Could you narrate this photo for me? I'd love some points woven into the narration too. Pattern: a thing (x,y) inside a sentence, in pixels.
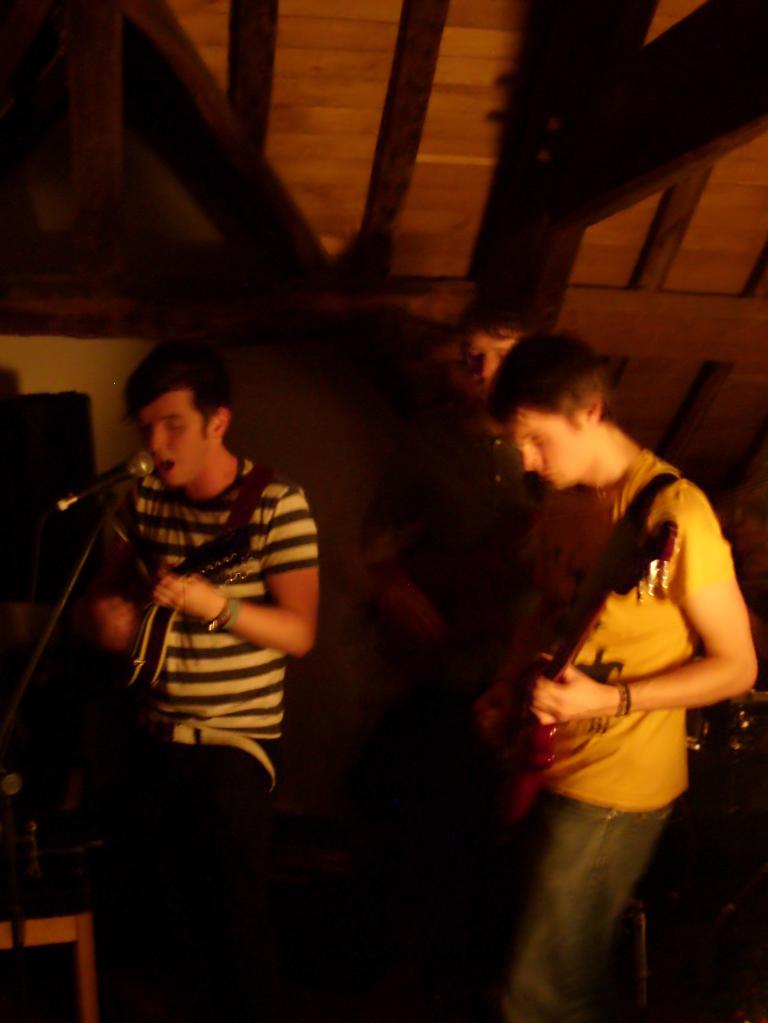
This picture shows two man (167,759) playing guitar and a man (158,455) singing with the help of a microphone (149,467).
